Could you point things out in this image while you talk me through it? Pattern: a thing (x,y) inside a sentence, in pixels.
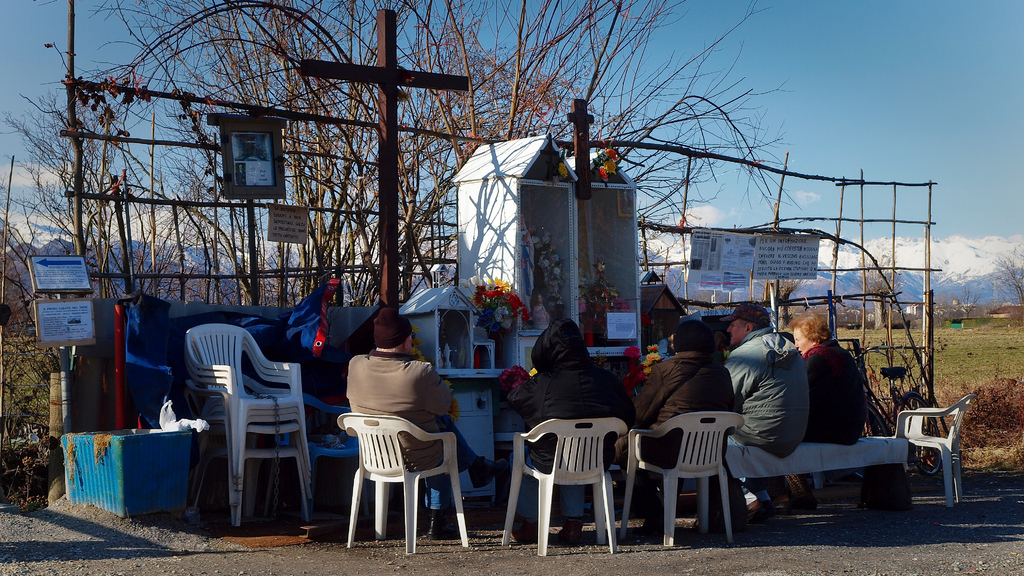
Here we can see some persons (564,354) were sitting on the chair (386,464) and they were facing that side. And we can see the cross (396,130) and coming to the background (673,46) we can see the sky (879,104) and some trees (530,105) with white mountain (956,248) and some sign boards (260,174).
